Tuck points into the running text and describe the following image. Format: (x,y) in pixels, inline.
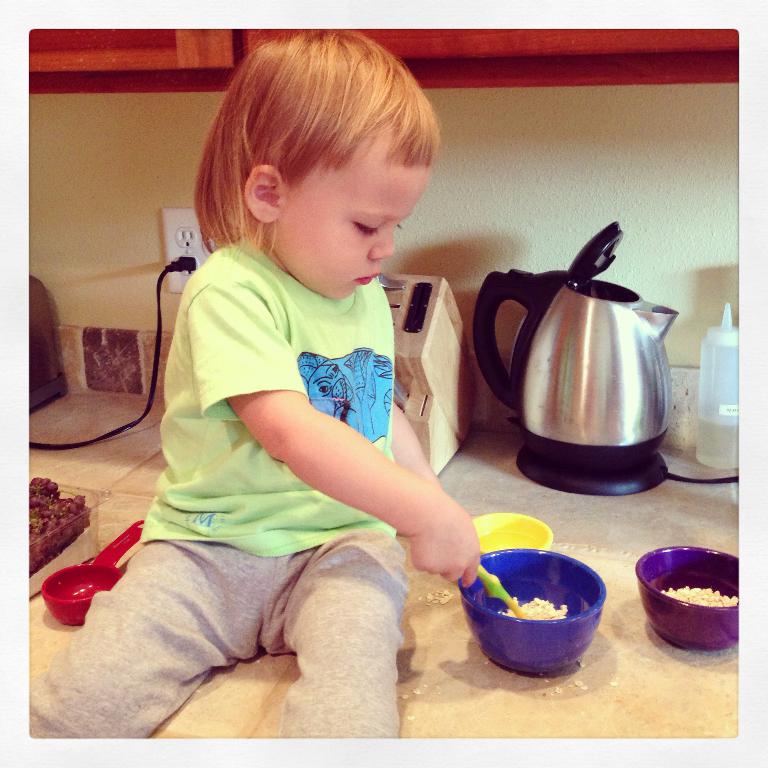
This image is taken indoors. In the background (174,200) there is a wall (579,171) and there are two cupboards (405,42). At the bottom of the image (484,696) there is a kitchen platform (465,669) with a kettle (610,405), a toaster (38,333), a spoon (98,584), three bowls (539,568) with oats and a box (45,527) with a food item (35,543). In the middle of the image (313,377) a kid (263,453) is sitting on the kitchen platform (571,681) and he is holding a spoon (487,579) in his hand (476,568).
